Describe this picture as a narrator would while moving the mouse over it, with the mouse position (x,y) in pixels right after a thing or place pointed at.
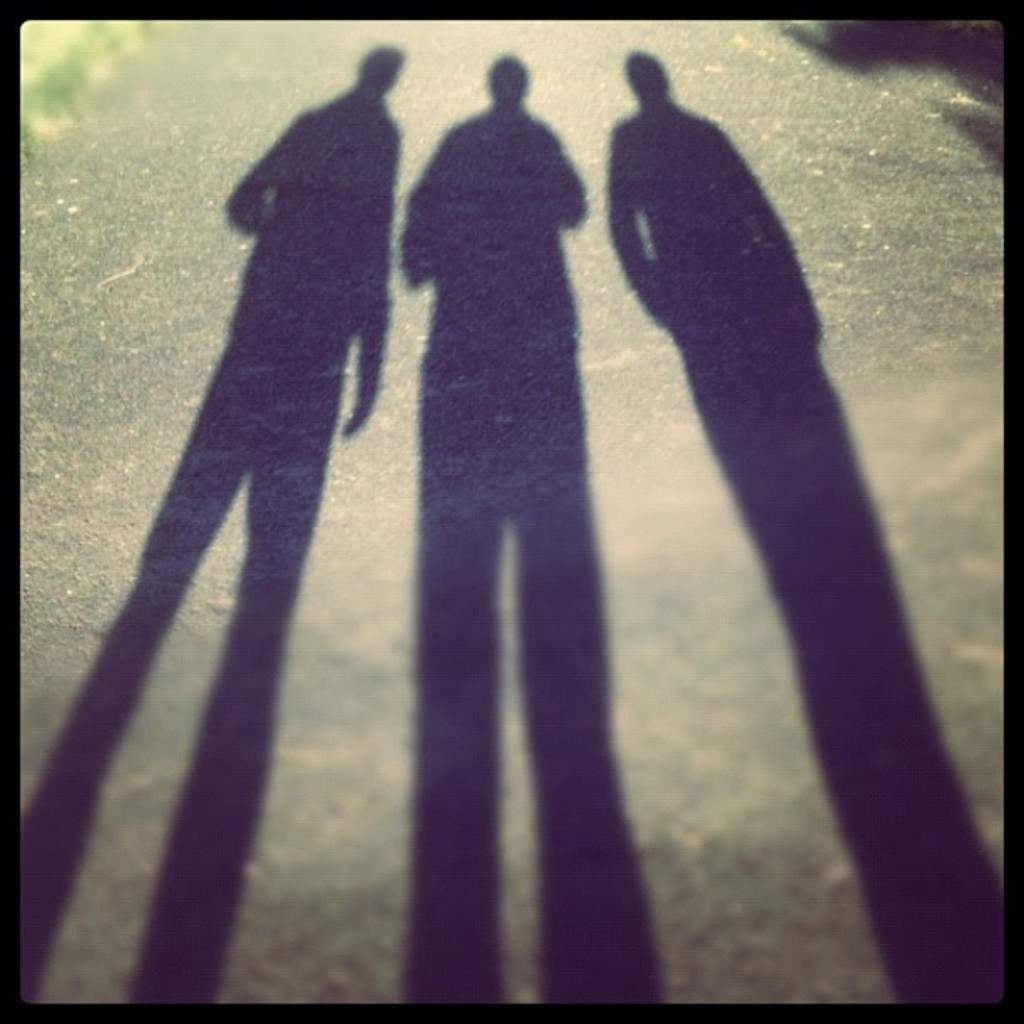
In this picture we can see shadows (453,706) of three people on the ground (247,706).
